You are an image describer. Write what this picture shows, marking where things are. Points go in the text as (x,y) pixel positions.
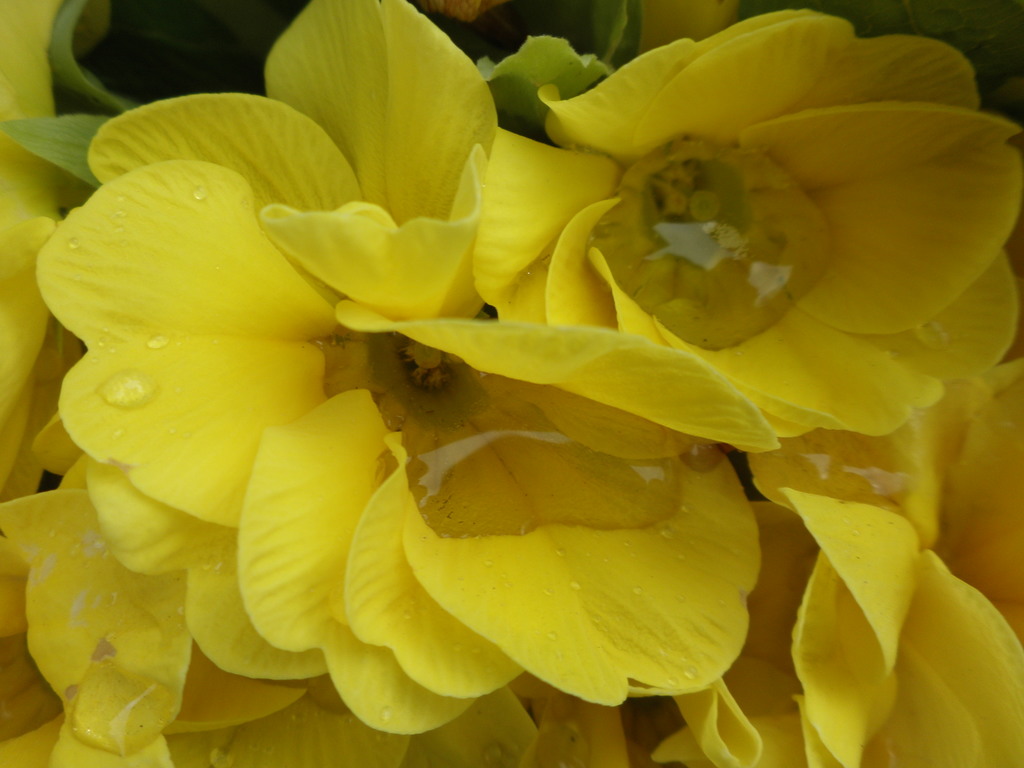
In this picture there are yellow color flowers (950,263) and there are water droplets (515,460) on the flowers (630,324). At the back (56,82) there are leaves (553,42).
